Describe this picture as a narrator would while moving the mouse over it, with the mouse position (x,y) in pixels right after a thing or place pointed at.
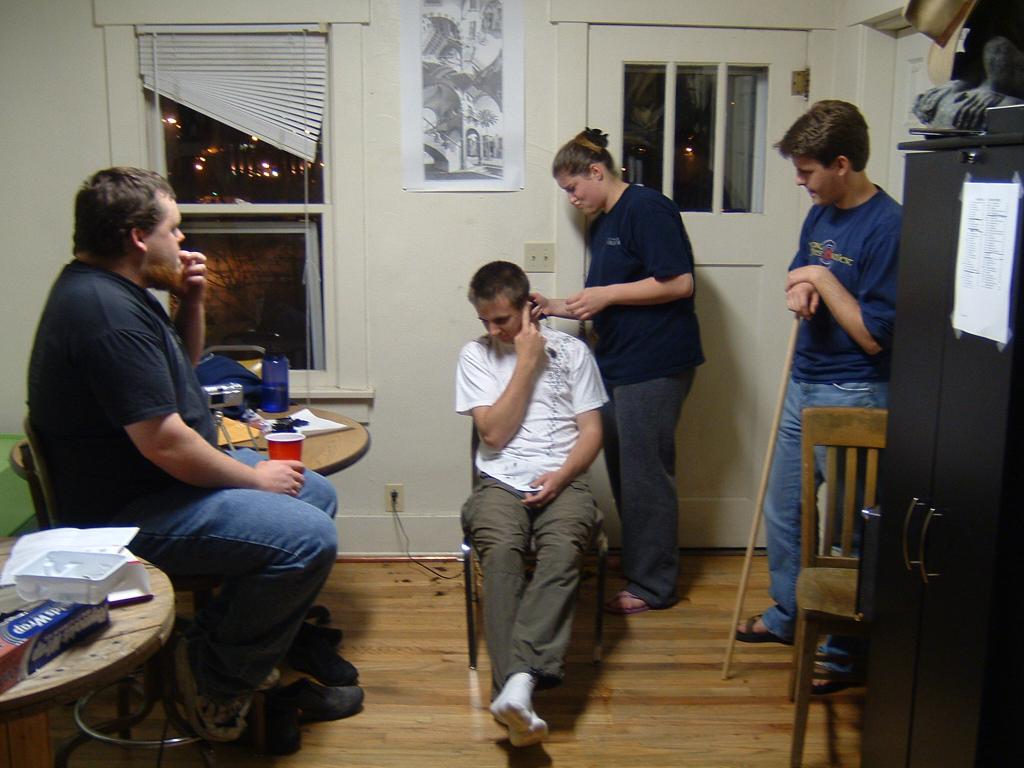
In this picture there is a boy (499,380) wearing white color t-shirt (548,462) sitting on the chair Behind there is a woman (685,322) wearing blue color t-shirt (627,362) standing and cutting hair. Behind we can see a white wall (419,342) and door (614,538). On the left side (199,302) there is a man (84,317) wearing black color t-shirt (128,488) is sitting on the chair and watching him.
